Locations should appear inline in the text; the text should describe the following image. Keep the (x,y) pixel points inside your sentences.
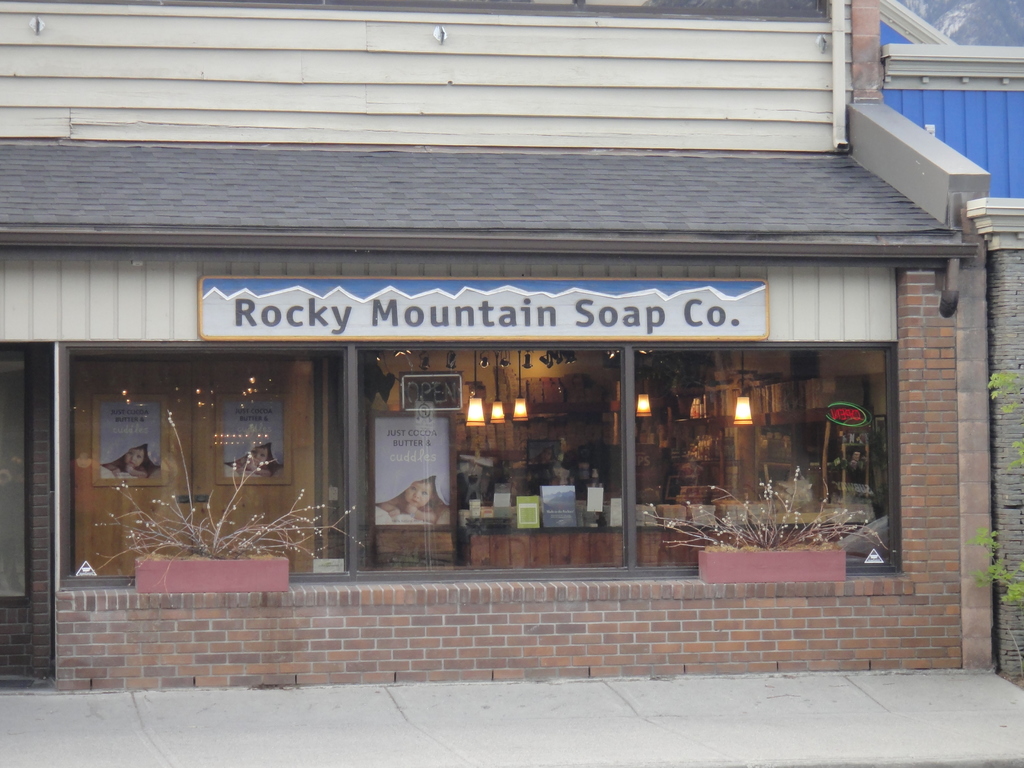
In this image we can see there is a stall (521,495), in front of the stall (481,526) there are two plant pots (812,553) and there is a glass window (296,431) through which we can see there are a few objects (792,491) are arranged on the table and there are a few frames (227,432) of a baby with some text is hanging on the wall (312,448), there are a few lamps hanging from the ceiling (523,359) and there are a few objects (691,447) are arranged in the racks (786,426). At the top of the building (104,286) there is a board (519,309) with some text (508,317) is hanging. On the right side of the image (1018,565) there are a few leaves (985,541) of a tree (1001,575).
